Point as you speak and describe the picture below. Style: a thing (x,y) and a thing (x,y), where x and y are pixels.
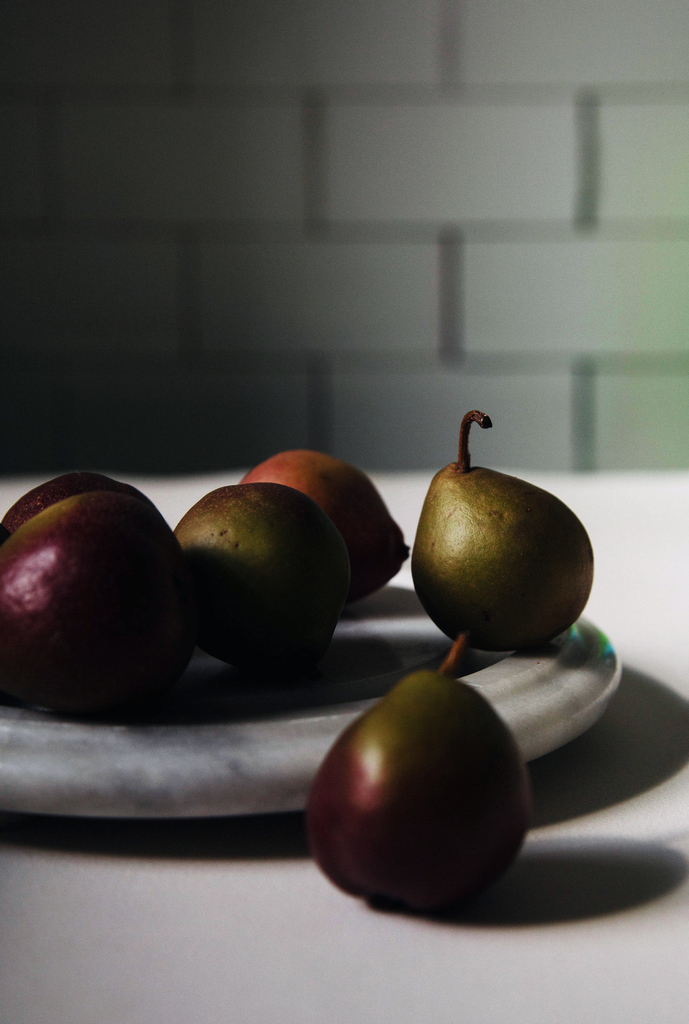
This image is taken indoors. In the background (317,282) there is a wall (420,274). At the bottom of the image (265,924) there is a table (569,487) and there is a fruit (433,761) on the table (585,736). In the middle of the image (398,645) there is a plate (189,772) on the table (201,829) with a few fruits (193,544) on it.
